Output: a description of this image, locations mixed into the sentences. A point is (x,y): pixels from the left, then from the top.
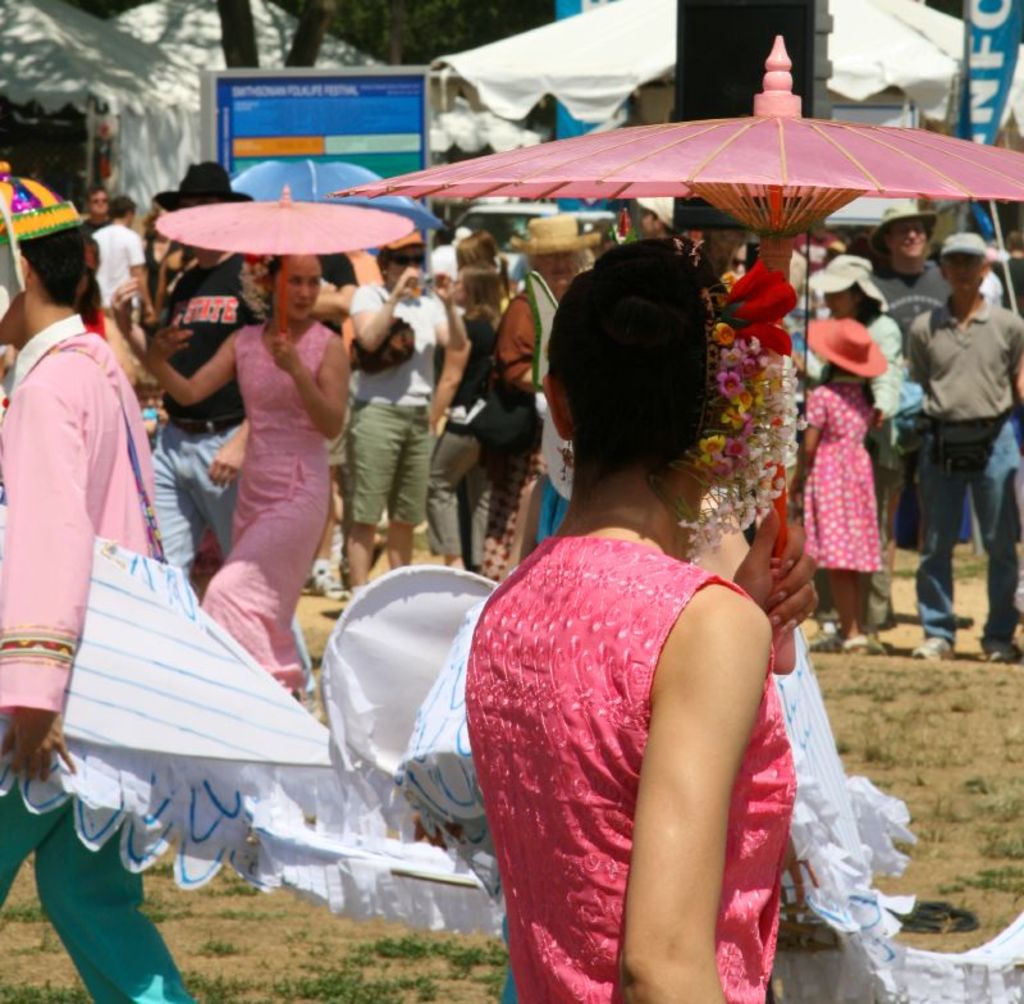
In this image I can see number of people (446,559) are standing and I can see few of them are holding umbrellas (820,151). I can also see most of them are wearing hats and in the front (58,531) I can see one person (123,530) is holding a white colour thing (411,840). In the background (194,83) I can see few tents (153,123), few flags (987,217), a black colour speaker (690,8), a board (383,106) and on it I can see something is written.
